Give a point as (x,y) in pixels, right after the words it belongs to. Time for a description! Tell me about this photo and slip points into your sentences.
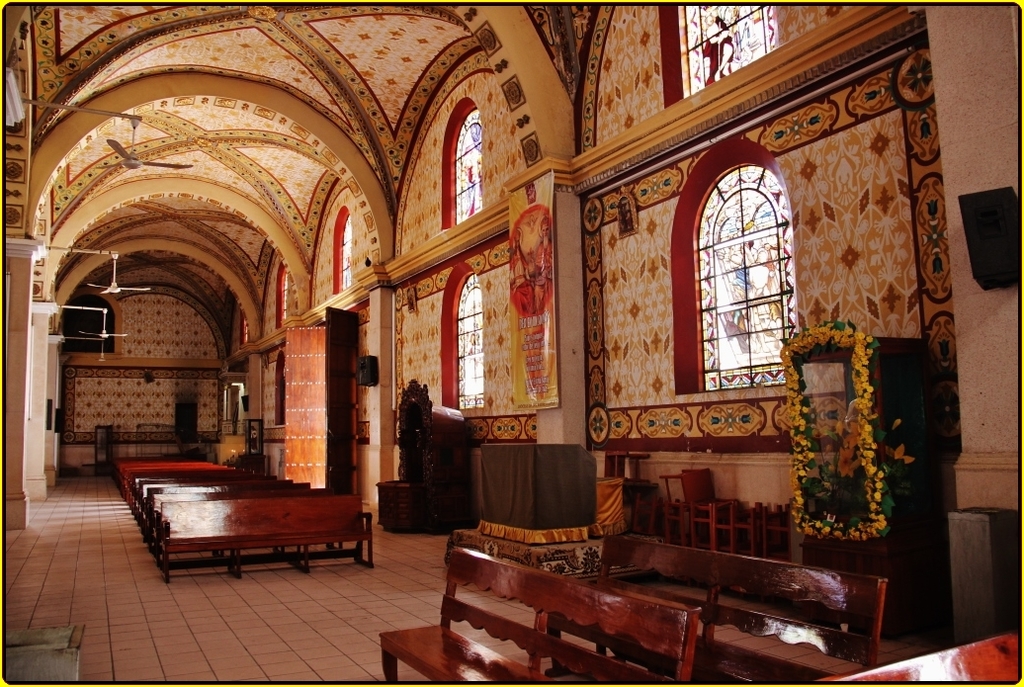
In this picture we can see benches (241,512) on the floor (111,496) and on the right side of the benches (238,548) there are chairs (697,473), some objects (504,462) and a wall (476,426) with windows (466,351), banner (523,328) and a speaker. At the top (127,162) there are ceiling fans (115,282).
